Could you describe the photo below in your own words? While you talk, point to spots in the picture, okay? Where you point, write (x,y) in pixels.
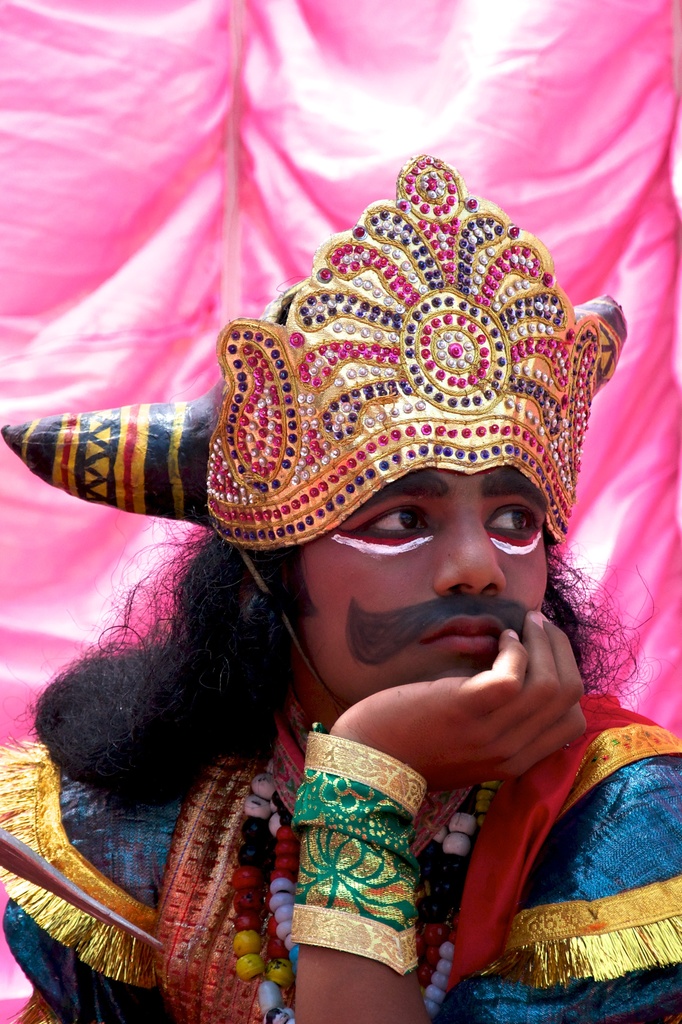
There is a person (334,653) wearing crown (345,361) and some pearl chains (278,896). On the hand (366,778) there is a cloth (344,837). On the face (435,570) it is painted. In the background (246,114) there is a pink curtain (278,114).
